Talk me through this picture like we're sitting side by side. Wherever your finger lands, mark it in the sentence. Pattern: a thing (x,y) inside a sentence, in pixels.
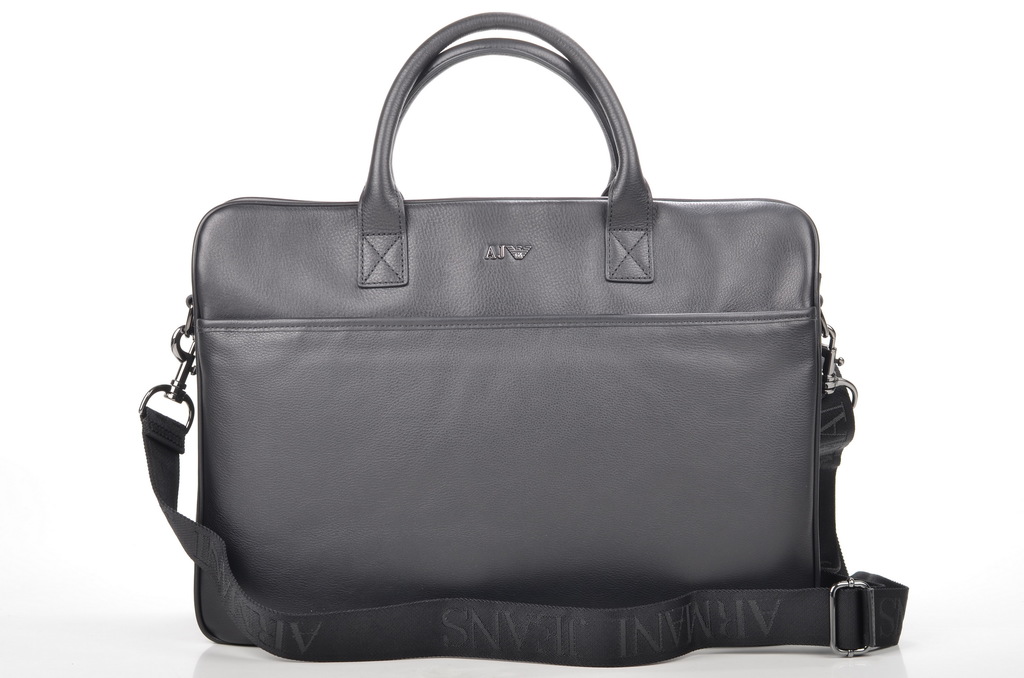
There is a black bag (490,376) and the background (231,114) is white in color.
